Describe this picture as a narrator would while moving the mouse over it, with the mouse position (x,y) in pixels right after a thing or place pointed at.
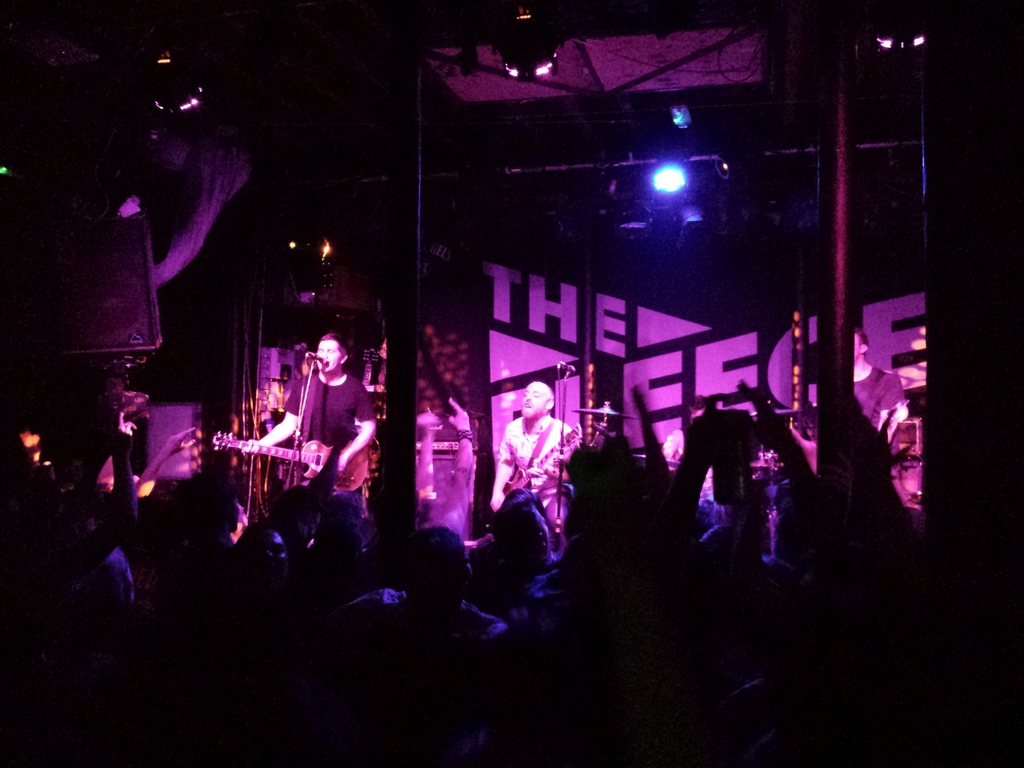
In this image I can see people (571,558), poles (411,192), focusing lights (515,38), boards (489,326) and objects (282,376). Among them few people (341,376) are playing musical instruments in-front of the mics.
